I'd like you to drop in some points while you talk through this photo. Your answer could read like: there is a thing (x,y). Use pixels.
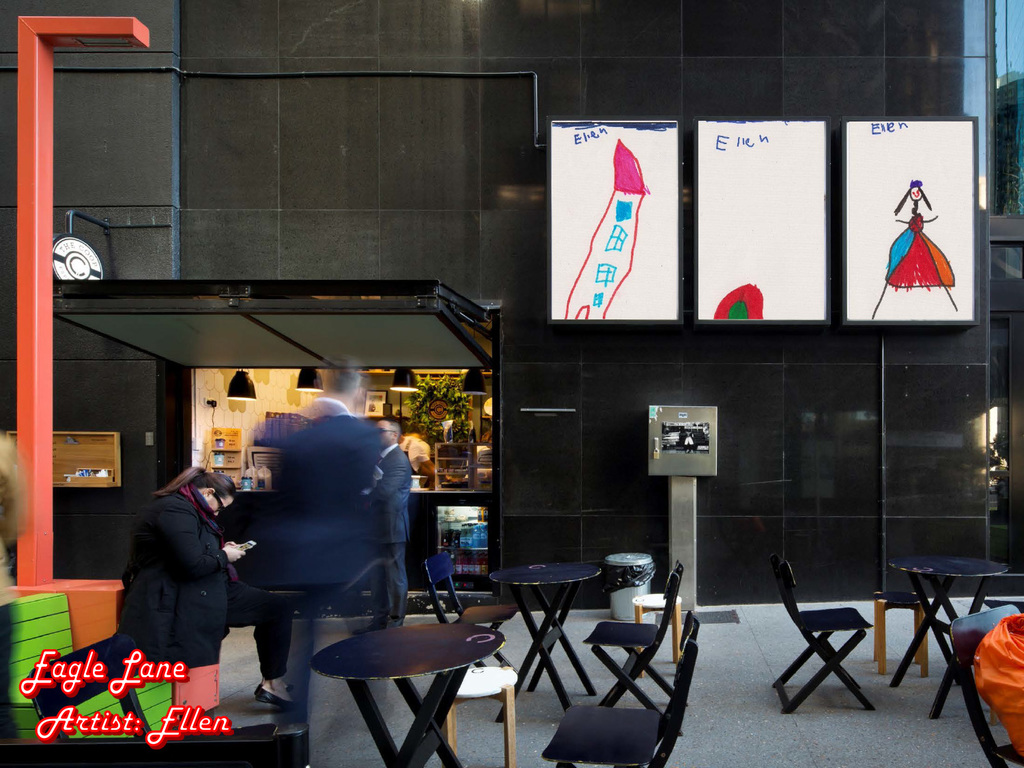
To the left side (161,578) there is a green color bench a lady (179,581) with black jacket (202,583) is sitting. In front of her there are two men (362,476) standing. In the background (435,424) there is a store (493,491), a building (387,159) and three posters (821,191) on it.
